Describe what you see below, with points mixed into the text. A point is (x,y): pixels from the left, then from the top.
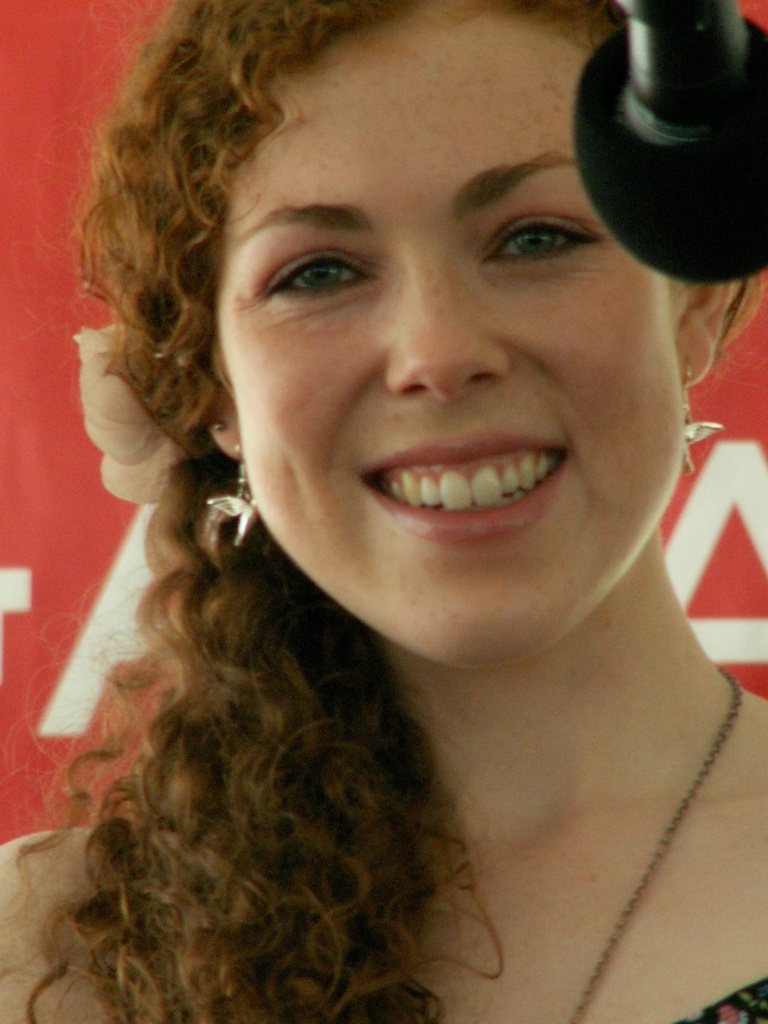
This is a close up of a woman (411,754) wearing clothes (725,1006), neck chain (595,986), earrings (239,530) and she is smiling. Here we can see a microphone (628,133) and a poster (71,98).
